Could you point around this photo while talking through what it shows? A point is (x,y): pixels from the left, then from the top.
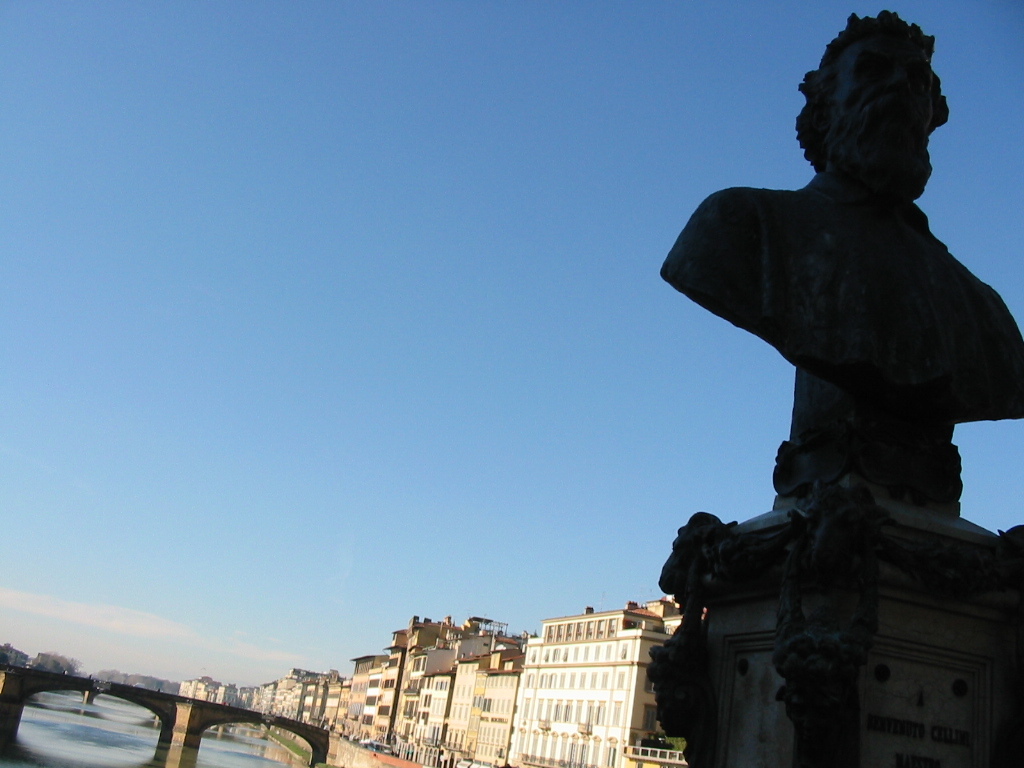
In this image there is a canal (131,751), across the canal (223,737) there is a bridge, in the background (460,679) there are buildings (514,692) and the sky (480,470), on the right side (821,570) there is a sculpture (866,329).
